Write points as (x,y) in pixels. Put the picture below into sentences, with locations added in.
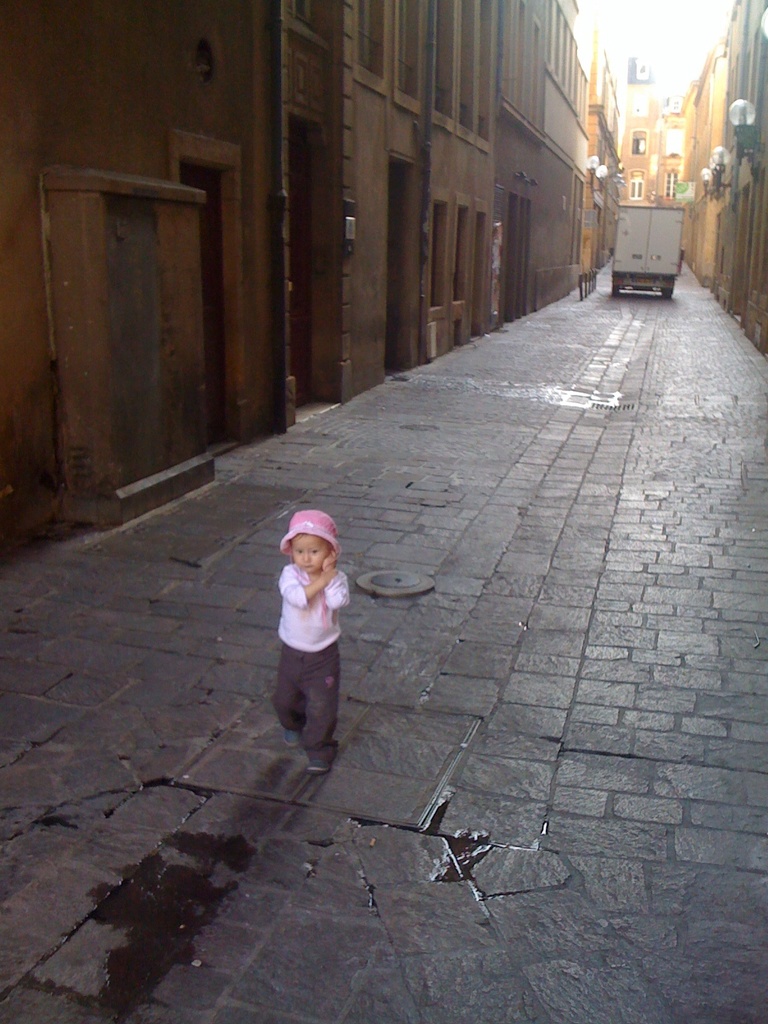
The girl (331,648) in white t-shirt (308,631) and black pant (310,691) who is wearing pink hat (301,530) is walking on the road (322,774). On either side of the road (501,549), we see buildings (701,117) and street lights (704,169). In the background (626,272), we see a vehicle (616,287) moving on the road (718,317). At the top of the picture (652,17), we see the sky (599,31) and it is a sunny day.
